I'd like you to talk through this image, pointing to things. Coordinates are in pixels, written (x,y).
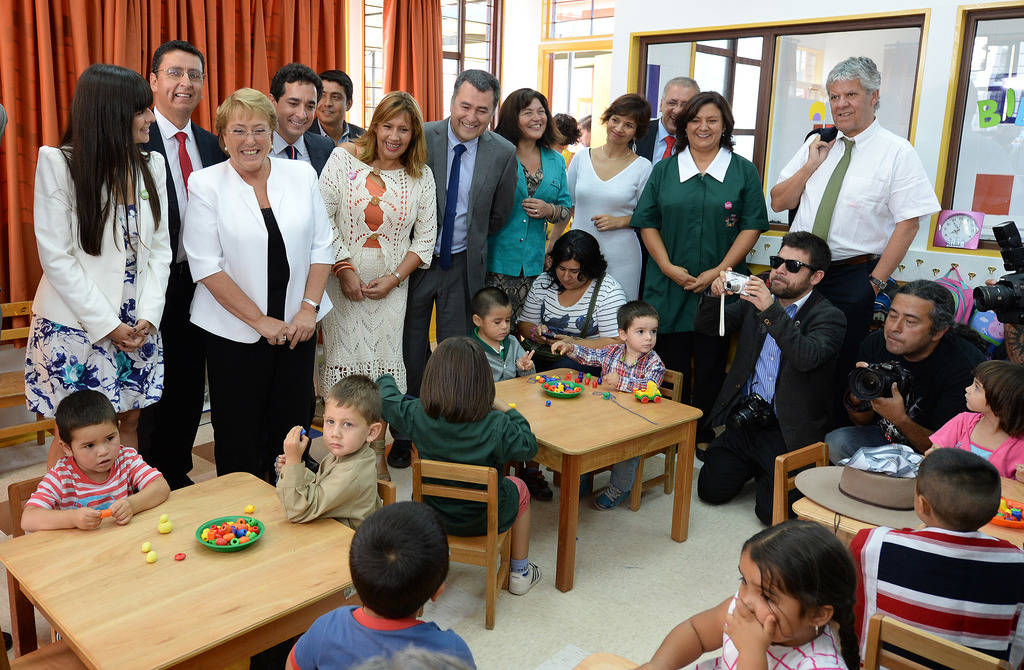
In this image there are a few people (349,156) standing with a smile on their face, in front of them there are a few kids (370,504) seated in chairs (380,488) are playing with toys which are in front of them on the table (292,583), in the background of the image (644,94) there are doors (598,114), windows (652,83) and curtains (298,25).
